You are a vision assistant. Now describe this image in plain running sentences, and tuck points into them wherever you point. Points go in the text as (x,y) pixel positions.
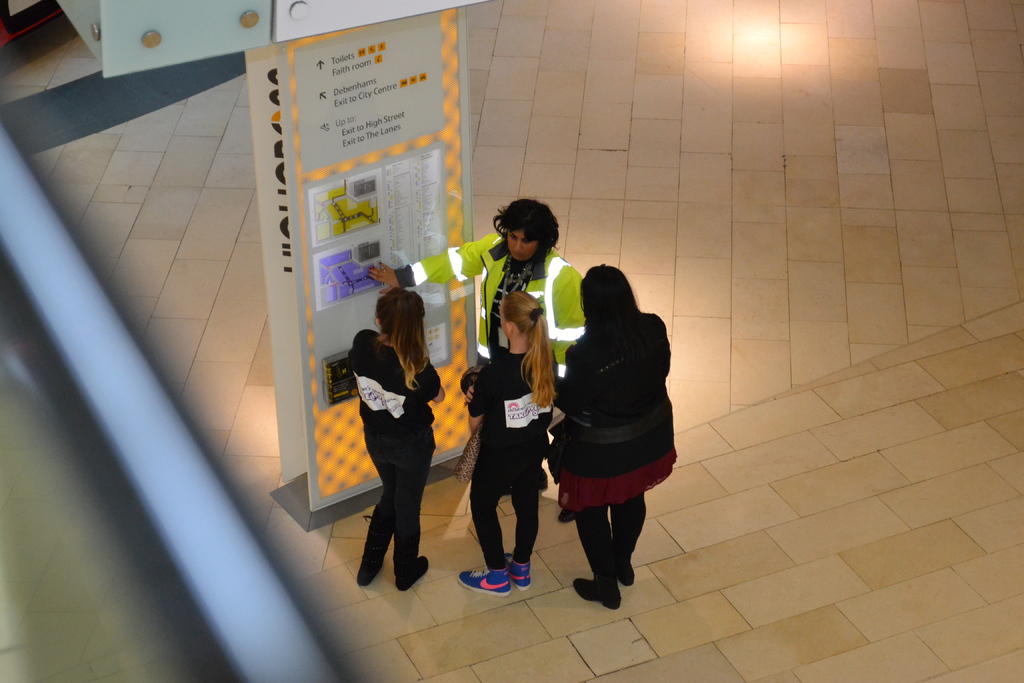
In this image there are four person (522,380) standing in middle of this image (469,319) and there is a pole (312,422) written with some text (348,93) and some picture (353,247) on it at left side of this image (336,280) and there is a floor (748,284) in middle of this image (562,249).
